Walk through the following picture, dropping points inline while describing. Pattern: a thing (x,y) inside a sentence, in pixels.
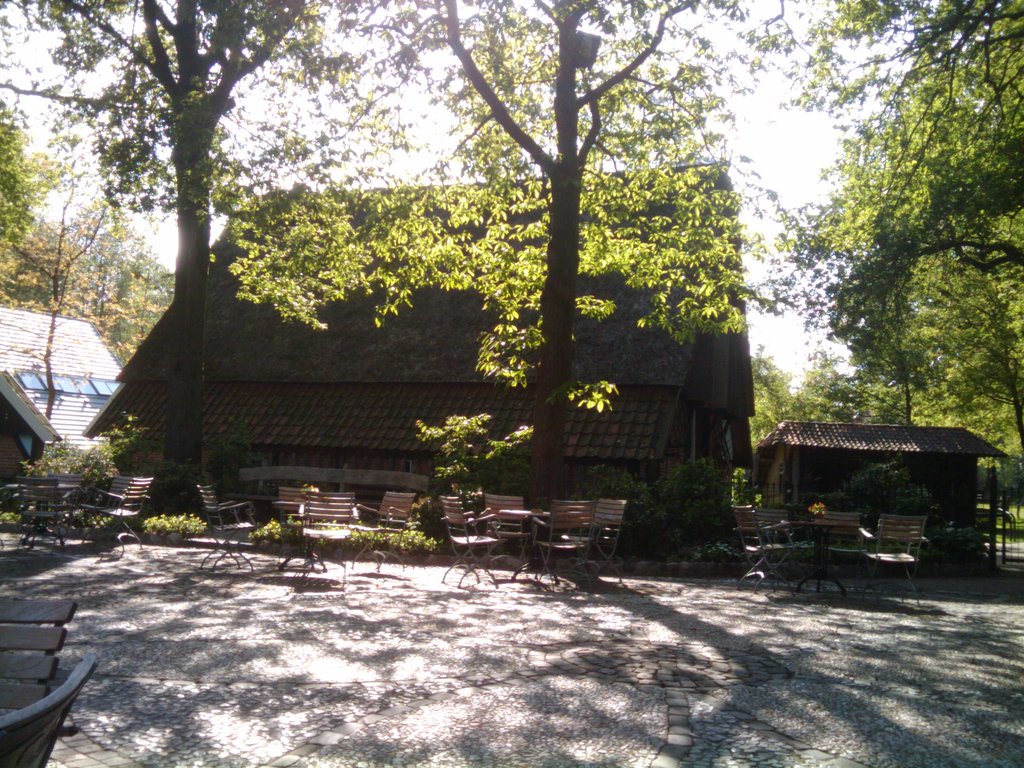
In this image I can see few chairs (228,504). In the background (325,378) I can see the building (356,351) in maroon color, trees (546,215) in green color and sky (423,141) in white color.
